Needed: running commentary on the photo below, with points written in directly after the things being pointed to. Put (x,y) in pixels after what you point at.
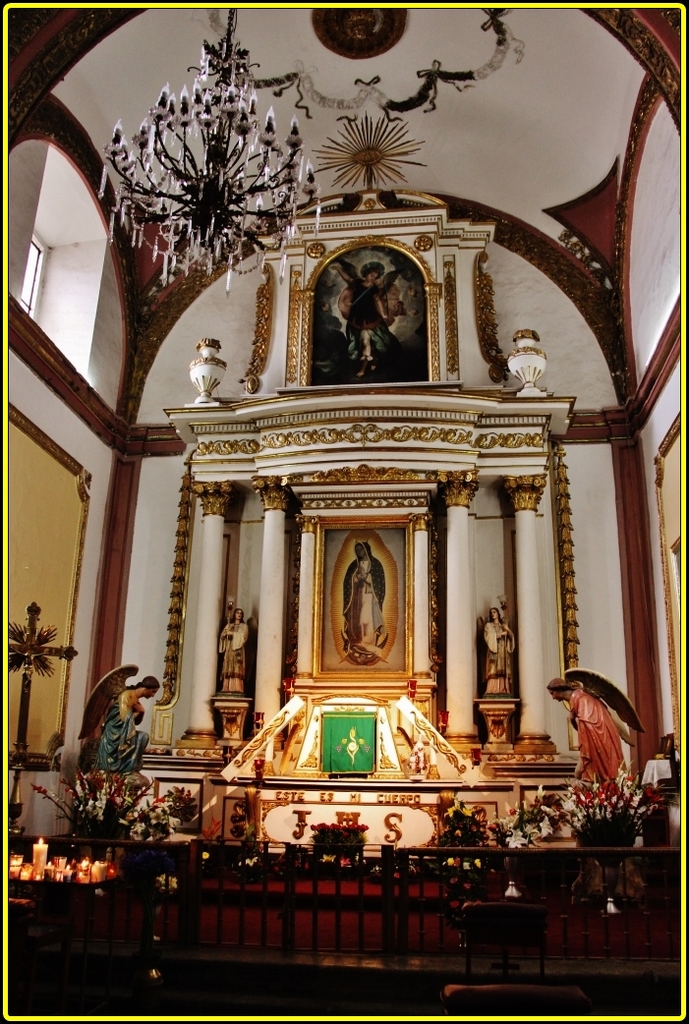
In this image we can see the inside view of a church (304,609) where statues (588,746) are there. Bottom of the image (235,909) fencing (579,957) and candles (60,881) are present. Top of the image (520,70) chandelier (216,184) is attached to the white color roof (348,94).
